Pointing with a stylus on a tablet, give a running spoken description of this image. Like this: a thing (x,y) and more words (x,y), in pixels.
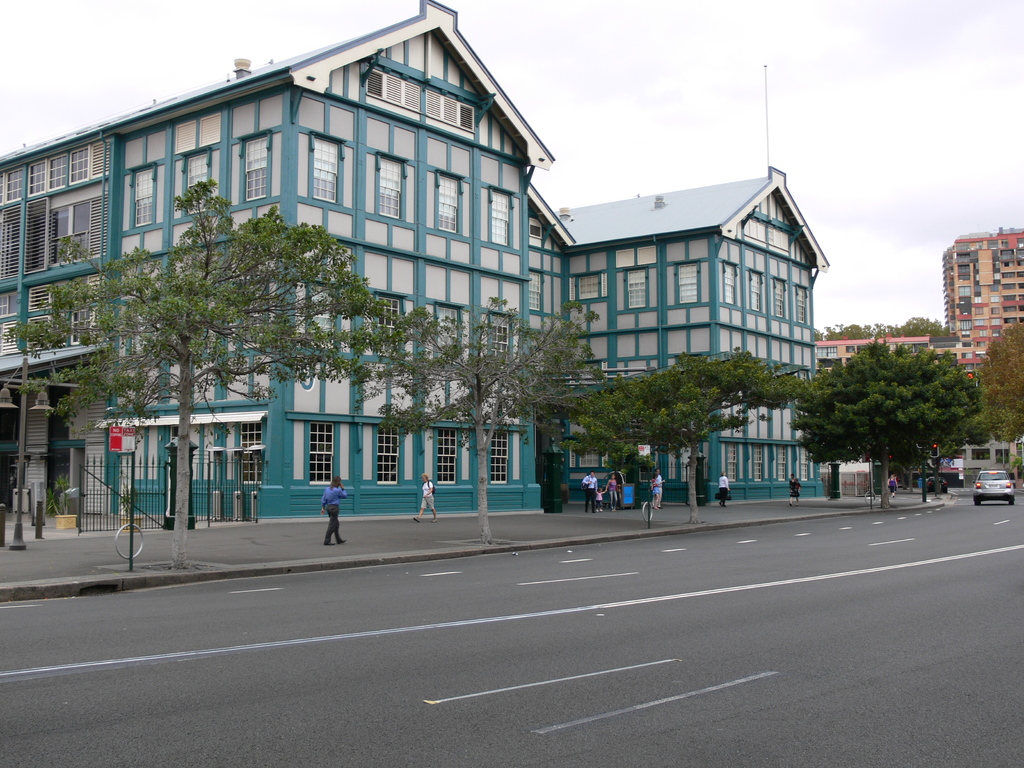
In this image, there are a few people (426,512), buildings (454,493), poles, trees (301,311). We can see the ground (541,640) with some objects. We can also see a vehicle (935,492). We can also see the fence (209,480) and the sky (1012,32). We can see some boards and a traffic light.
